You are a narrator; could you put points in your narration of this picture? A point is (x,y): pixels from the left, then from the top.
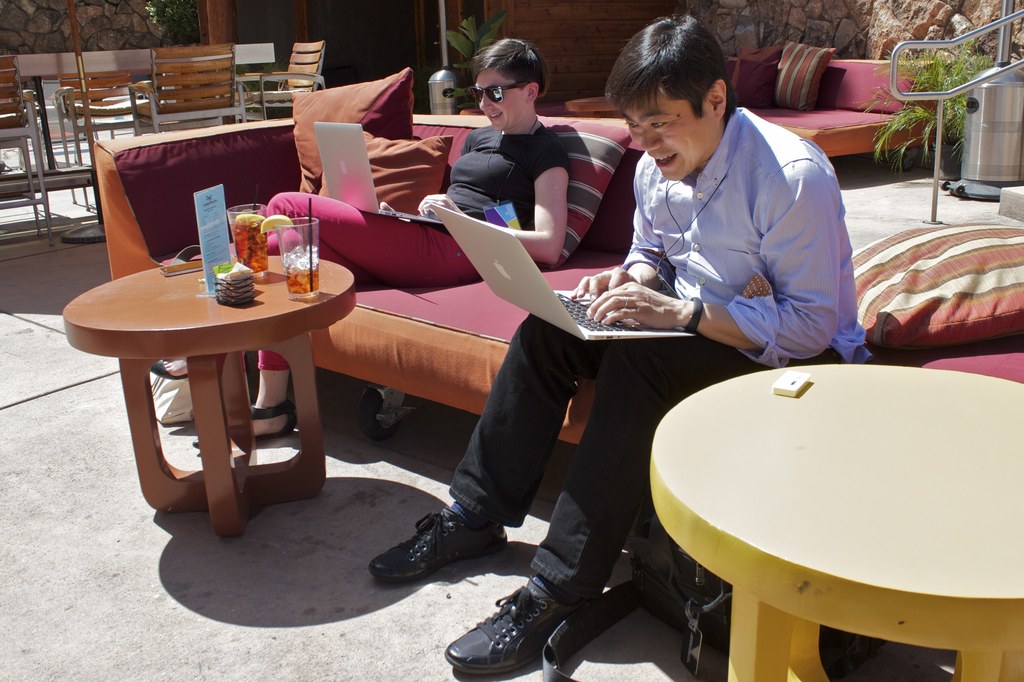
A person (740,230) in blue shirt (737,273) is holding laptop (552,297) and working. Another lady (461,194) is sitting and working on a laptop (351,193) wearing goggles (480,92). They both are sitting on a sofa (472,312). On sofa (430,132) there are pillows (920,274). In front of them there are tables (266,341). On the table (286,310) there is a glass (263,236), paper (209,231) and some other item (225,273). In the background (149,95) there are many chairs (176,94), sofas (851,85), pillows (825,65), and a brick wall (850,58), plants (921,90) are over there.
